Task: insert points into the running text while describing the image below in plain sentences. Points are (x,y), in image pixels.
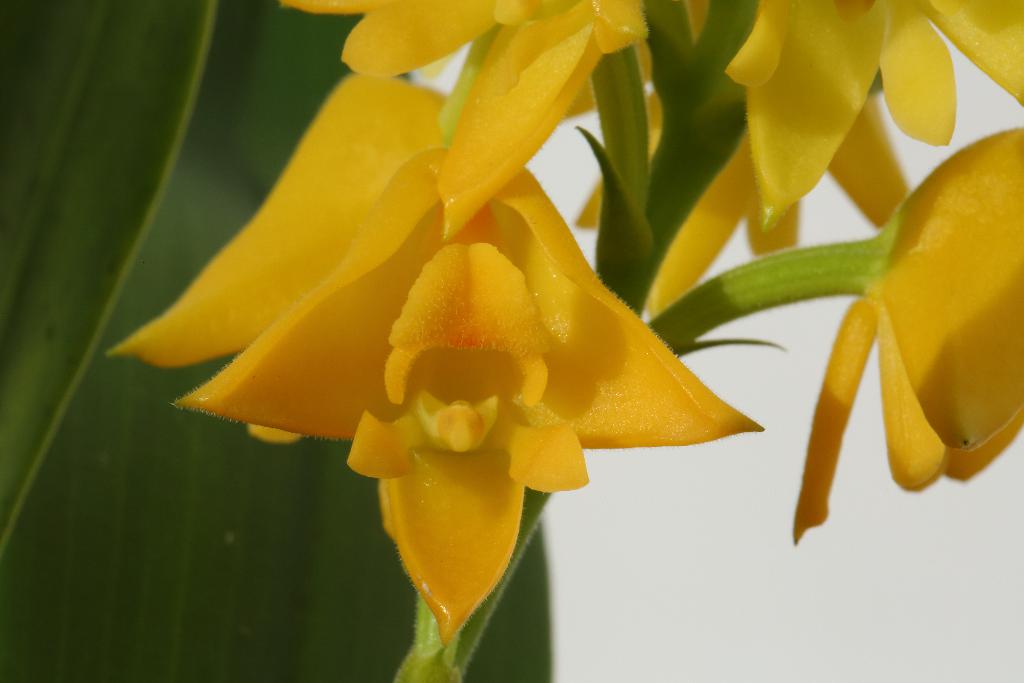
In the picture we can see the yellow color flowers (320,290) to the stem (424,605) and behind it, we can see a part of the leaf (344,537).
